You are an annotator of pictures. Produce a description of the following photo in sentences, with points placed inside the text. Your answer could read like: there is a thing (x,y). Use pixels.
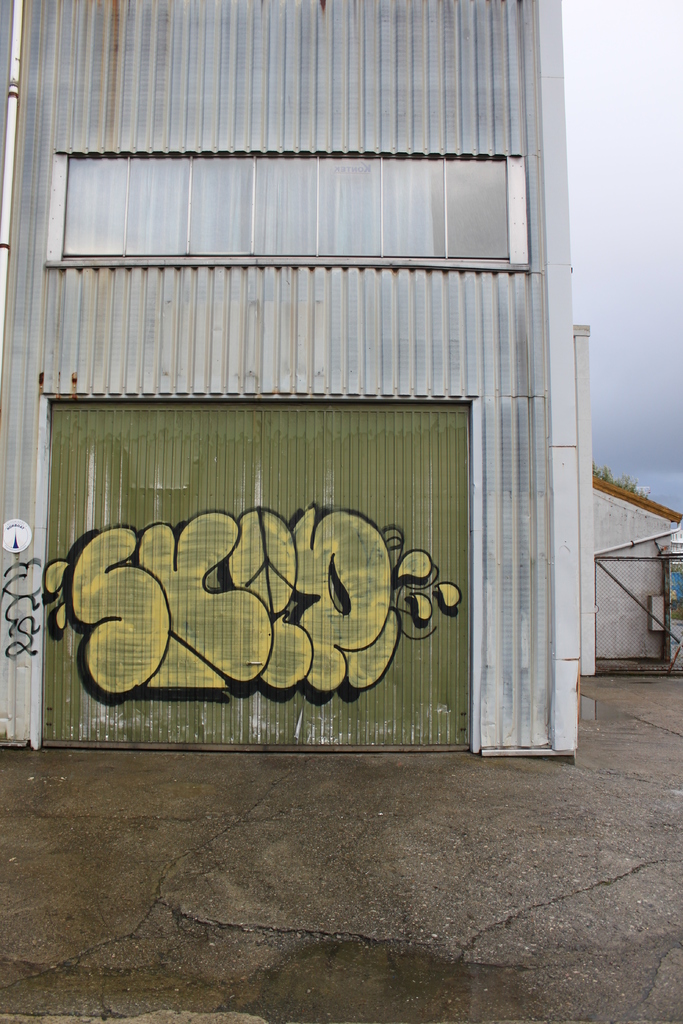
In this image I can see building (433,610). Here I can see something painted on the wall (264,616). In the background (594,104) I can see the sky (611,297).
